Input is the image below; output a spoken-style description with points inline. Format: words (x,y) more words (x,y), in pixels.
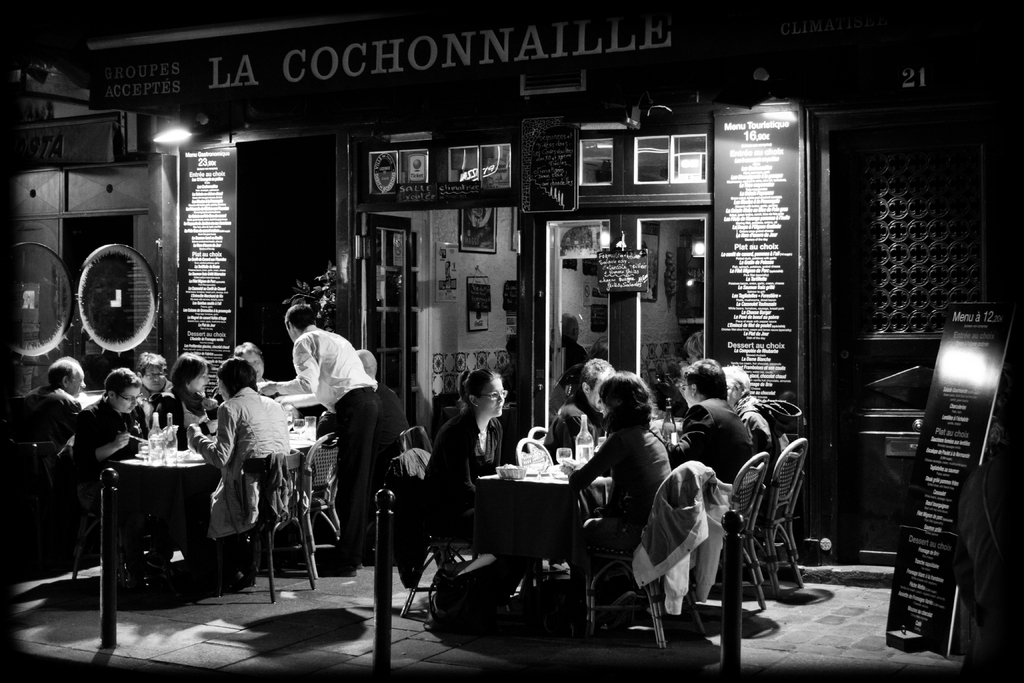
In this picture we can see a group of people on the ground (276,616) and they are sitting on chairs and one person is standing, here we can see tables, bottles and few objects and in the background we can see the wall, photo frames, boards (639,40) and some objects (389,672).
